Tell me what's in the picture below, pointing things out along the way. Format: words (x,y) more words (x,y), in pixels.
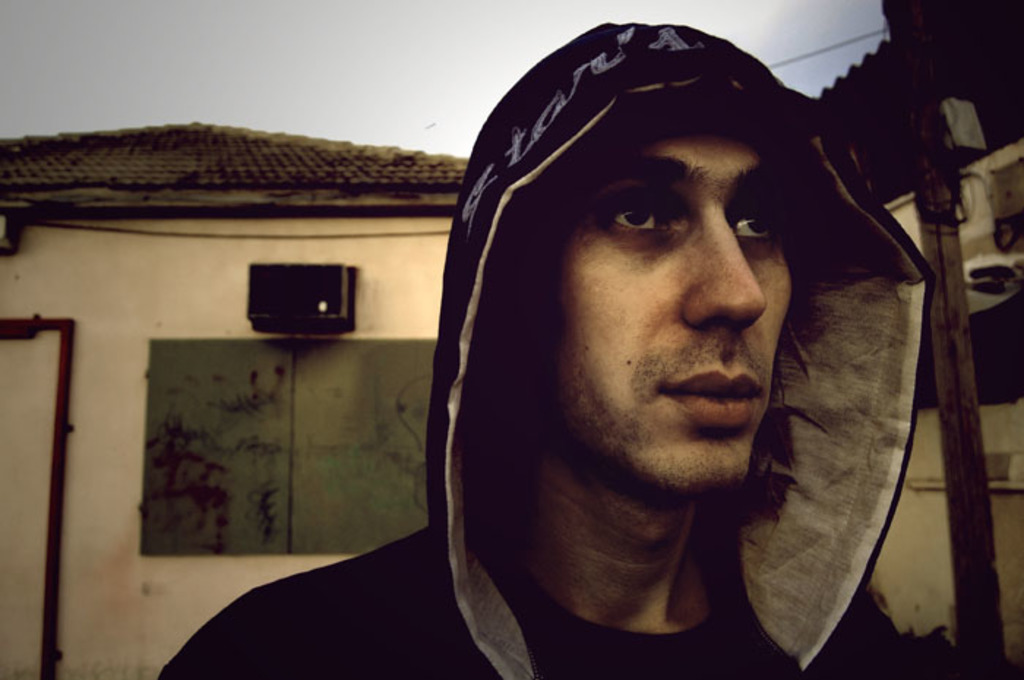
In this image there is a person (678,329), behind the person (586,266) there is a house (427,289).
